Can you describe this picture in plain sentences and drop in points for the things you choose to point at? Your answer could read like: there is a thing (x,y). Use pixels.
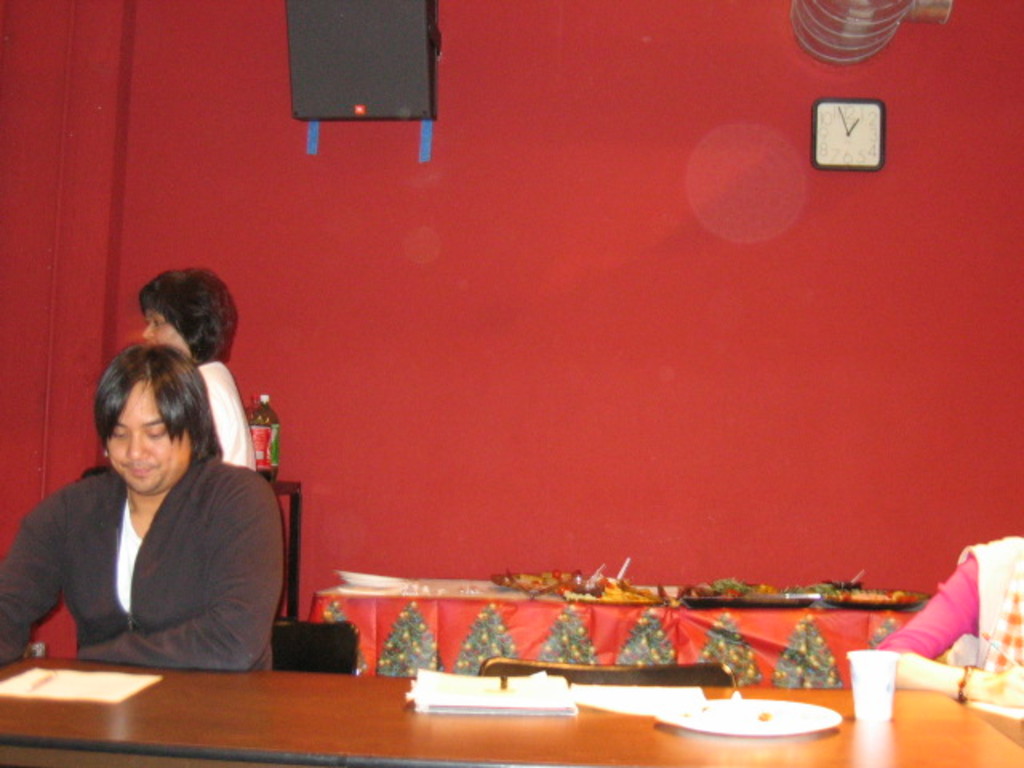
In this picture a man (100,515) is sitting at the table (405,681).
